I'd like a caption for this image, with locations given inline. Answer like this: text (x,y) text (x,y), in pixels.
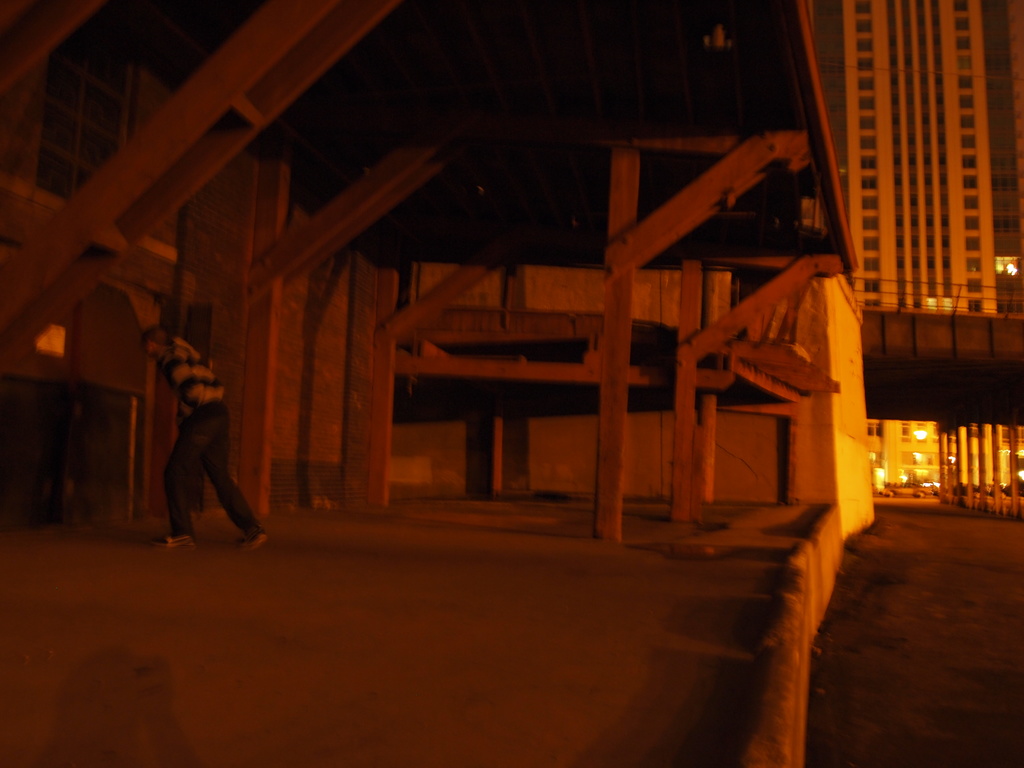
On the right side of the picture (962,203) there are buildings (913,163), bridge (982,332), vehicles (921,488) and road (962,638). On the left (270,458) there are wooden frames (489,330) and a man (195,392) standing.
